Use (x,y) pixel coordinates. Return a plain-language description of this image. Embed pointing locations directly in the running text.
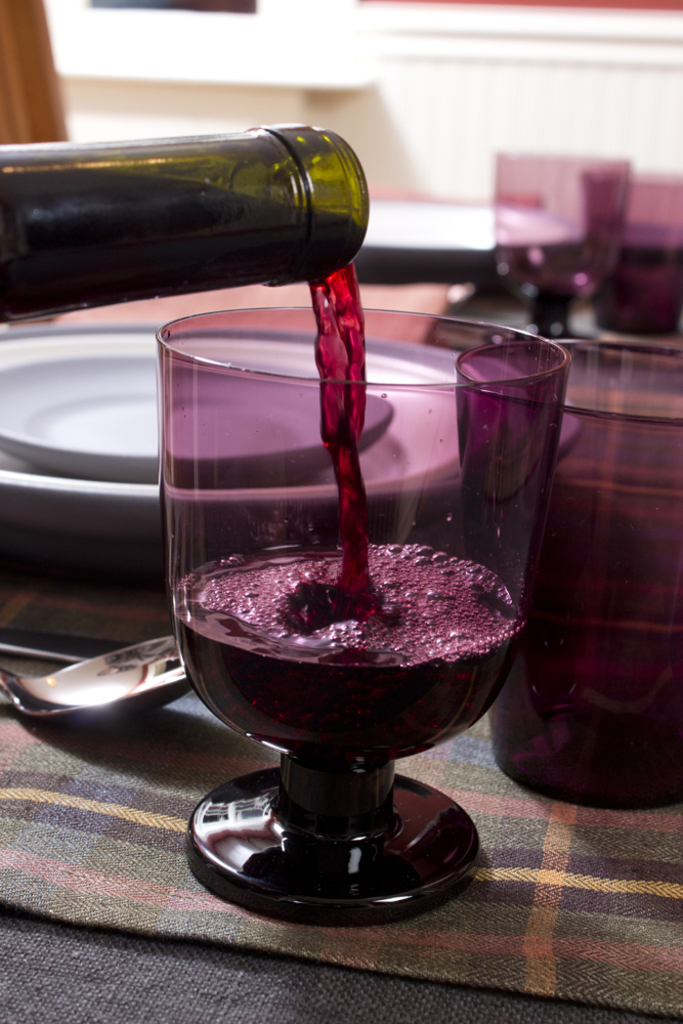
Here we can see a glass (412,409) on the table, and plates (89,421), spoons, and bottle (218,272) and some other objects (589,570) on it.
